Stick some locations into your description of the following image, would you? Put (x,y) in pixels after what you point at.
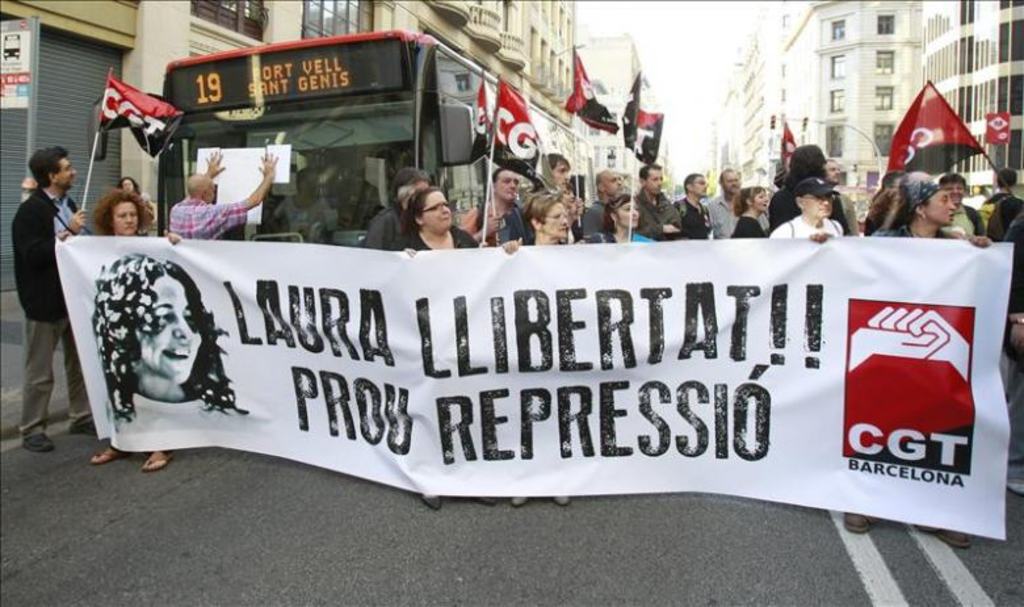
In this image, we can see people (256,193) and some are holding a banner (407,384) and there is some text (325,295), a logo (950,386) and an image of a lady (203,351) are on the banner (558,322). In the background (789,161), there are some other people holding flags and we can see buildings (521,69), boards (21,54). At the bottom (265,494), there is a road (79,553).
